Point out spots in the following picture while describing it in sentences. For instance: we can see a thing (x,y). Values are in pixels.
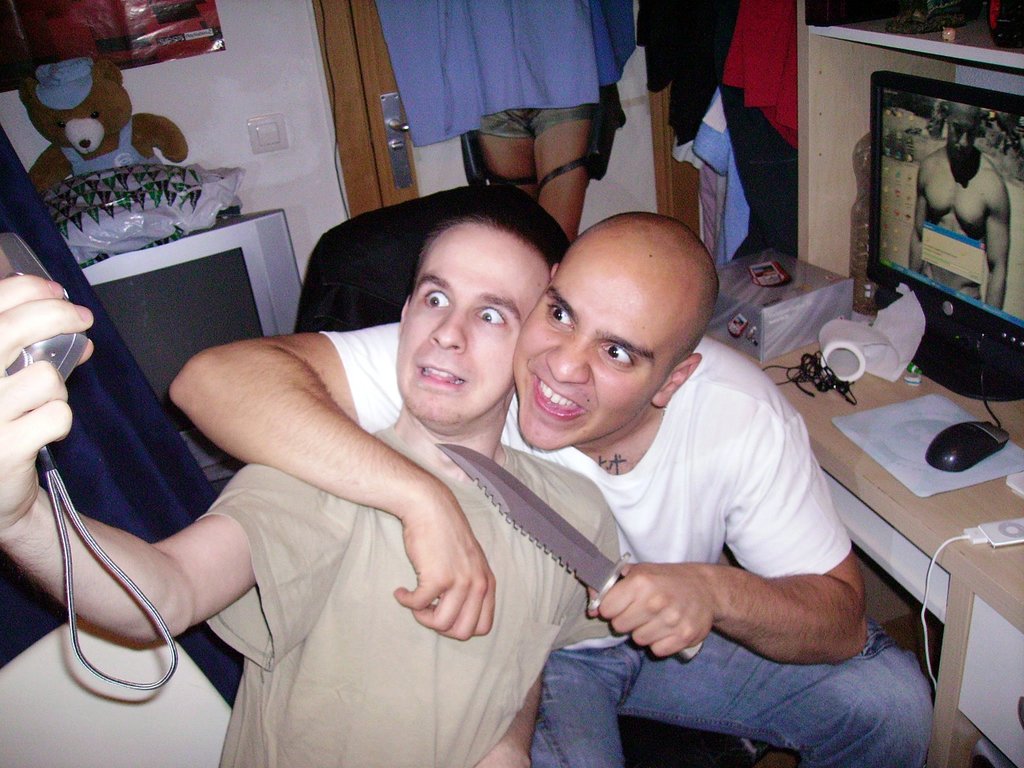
In the picture I can see two men (546,450) among them the man (576,494) on the left side (42,432) is holding a camera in the hand (29,418) and the man (677,621) on the right side (706,565) is holding a knife (601,591) in the hand (642,622) and sitting on a chair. In the background (223,301) I can see a TV (254,294), a table (951,514) which has a monitor (1003,364), computer mouse (938,444) some other objects (926,477) on it. I can also see a door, teddy bear (147,152) and some other things (669,14).
